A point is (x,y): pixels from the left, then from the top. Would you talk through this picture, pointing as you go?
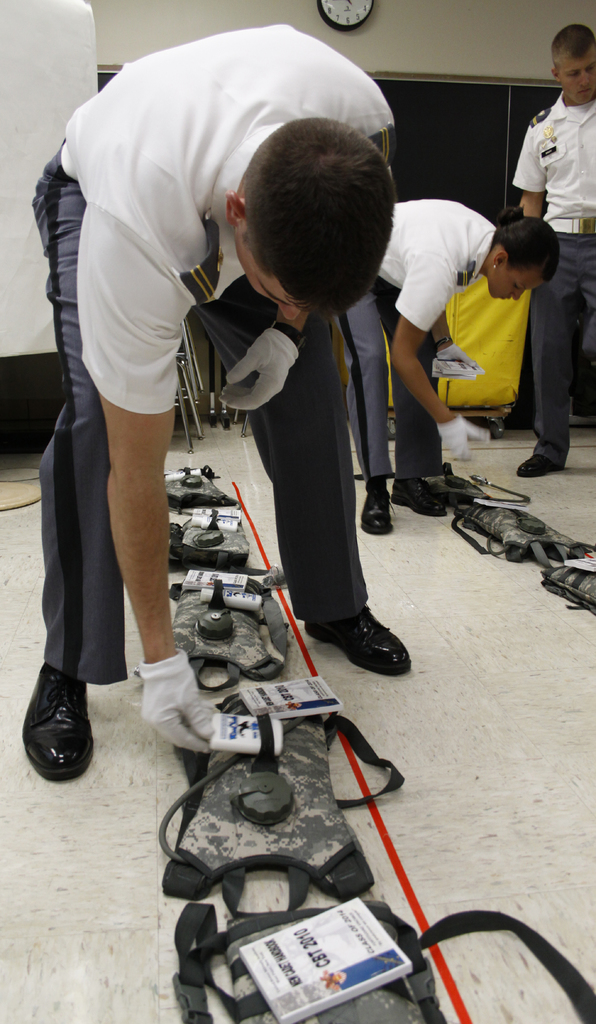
In this image we can see a few people (315,325), there are some hydration packs (316,813) on the floor (354,815), there is a box (485,357) on the trolley (503,419), also we can see the wall clock (351,6) on the wall (350,42), and some cards (305,702) on the hydration packs (266,806) with some text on it.
